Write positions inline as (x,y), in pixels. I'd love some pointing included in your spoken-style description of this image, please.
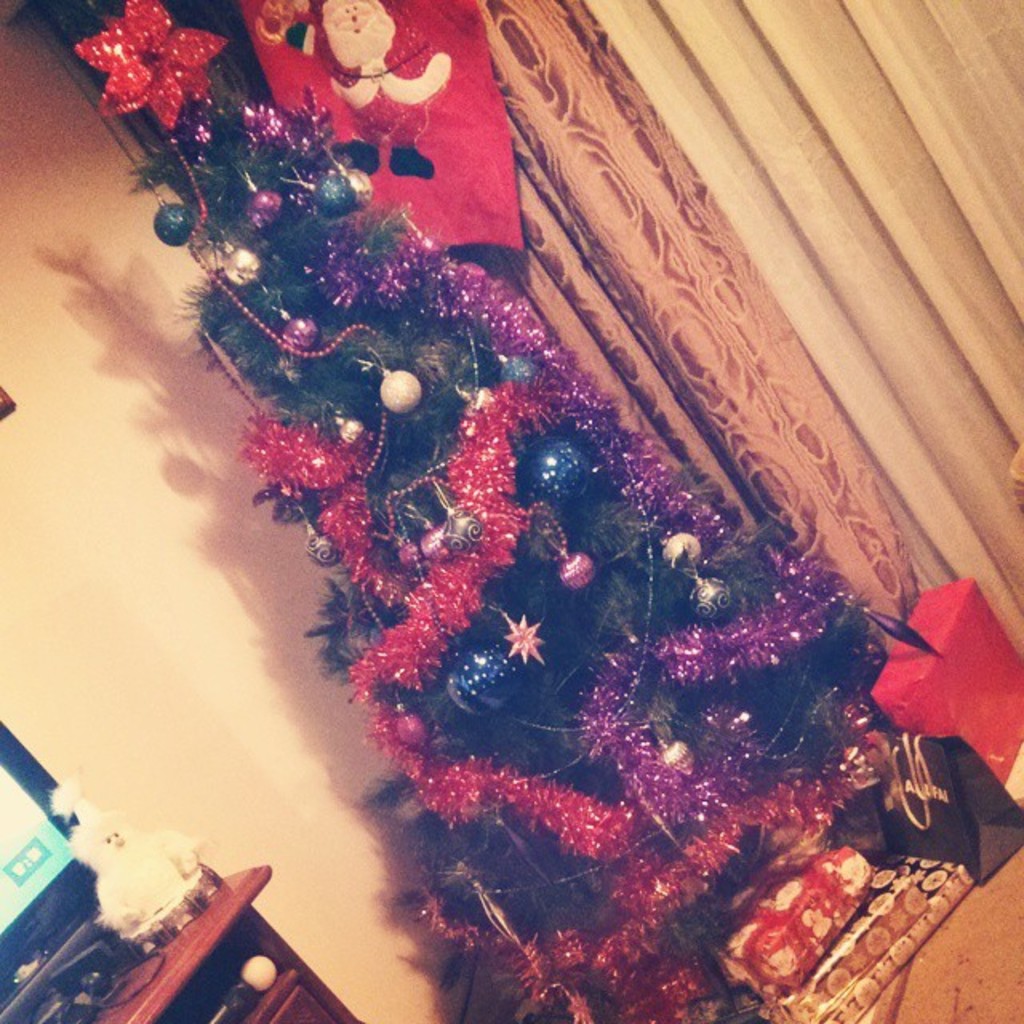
There is a christmas tree (499,580) which is decorated. There are gifts (915,881) and carry bags (968,722). There is a table (140,1010) at the left (106,877) on which there is a screen (40,847) and a toy (135,916). There are curtains (623,94) at the back (606,88).
